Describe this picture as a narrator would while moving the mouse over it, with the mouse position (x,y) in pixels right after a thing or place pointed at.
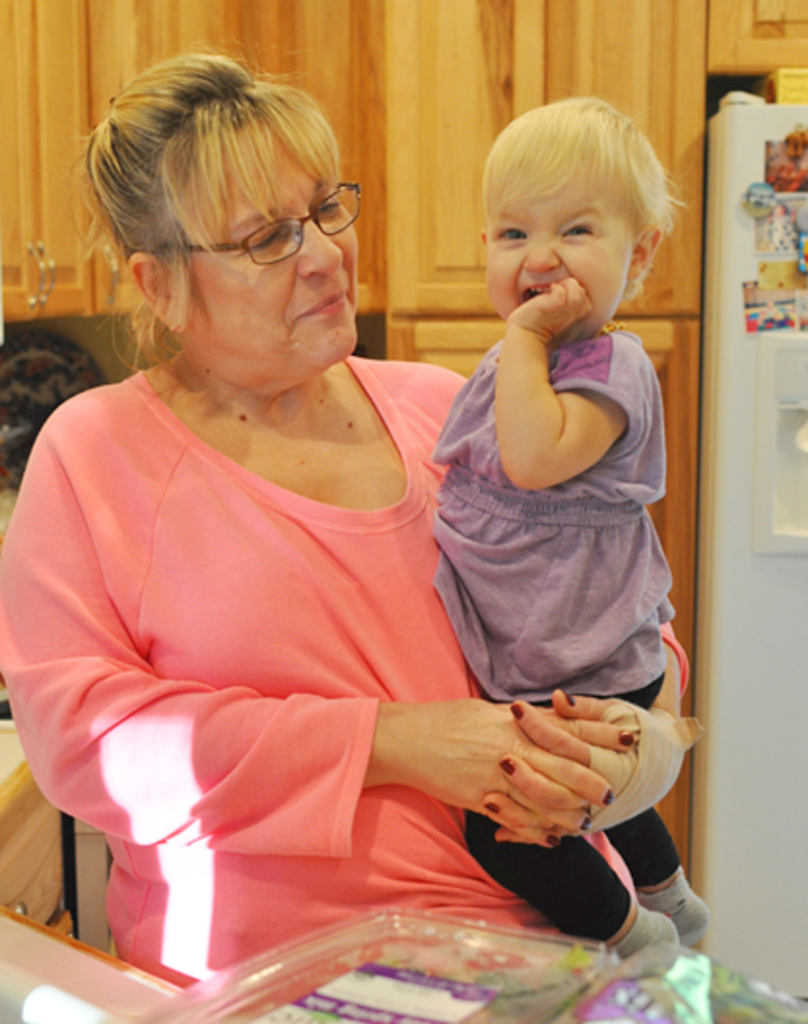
In this image we can see a woman (294,472) carrying a baby (585,308). The woman (301,246) wore spectacles (265,244). In the background (424,132) we can see cupboards (702,62) and fridge (742,438).
